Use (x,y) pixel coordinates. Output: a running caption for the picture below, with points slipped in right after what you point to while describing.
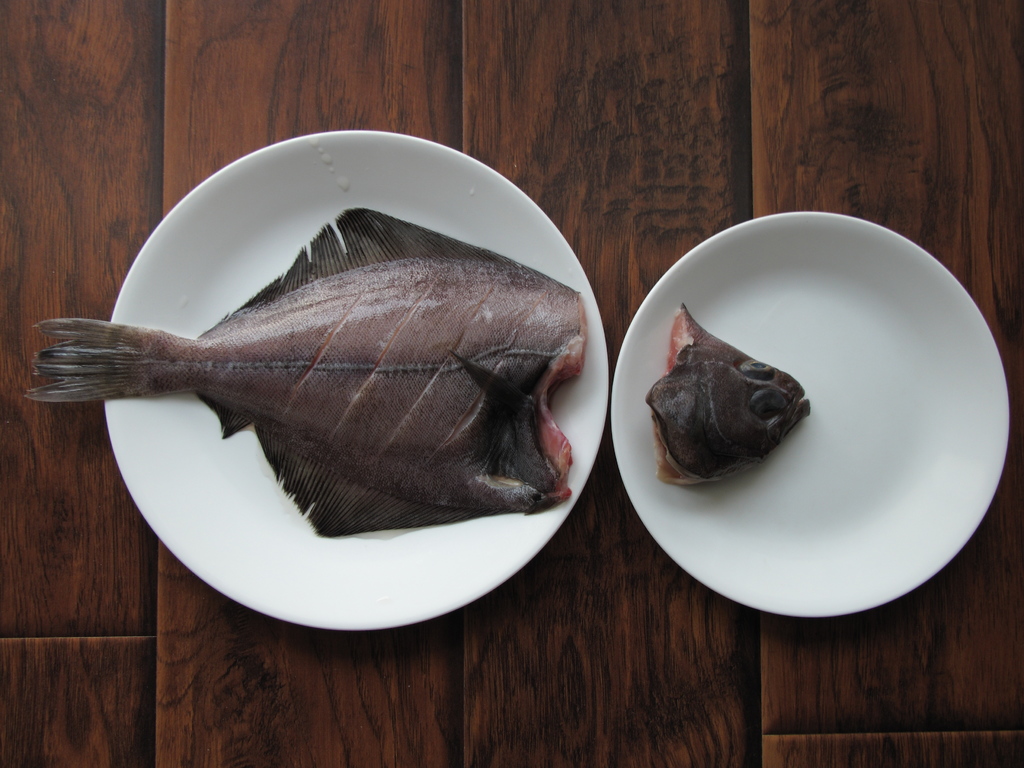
In this picture we can see fish body (501,394) and fish head (698,324) in the plates (592,418) on the wooden platform (548,631).
